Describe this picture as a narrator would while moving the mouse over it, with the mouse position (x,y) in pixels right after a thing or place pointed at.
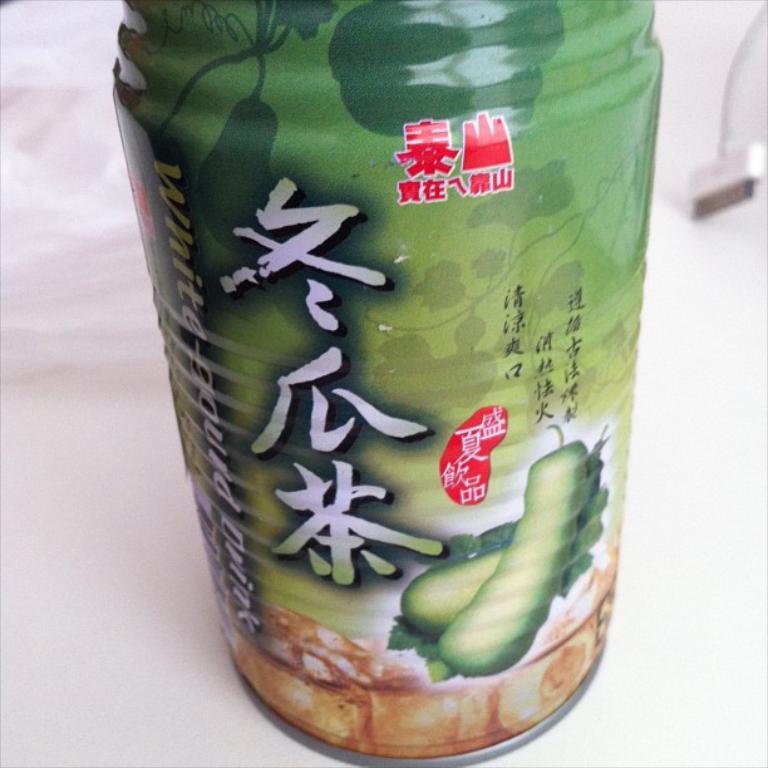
In this picture we can see an object (333,695) on the white platform (651,722). In the background of the image (719,31) it is white.
